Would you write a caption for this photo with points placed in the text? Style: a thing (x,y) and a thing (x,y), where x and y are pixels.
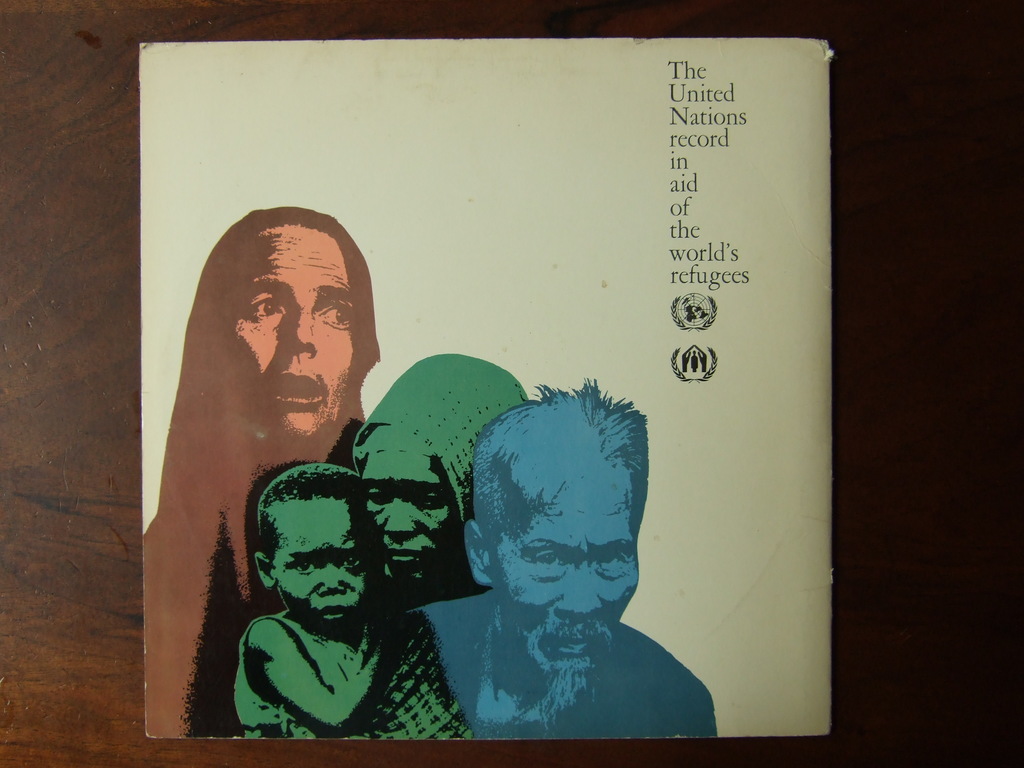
In this image we can see a poster (402,529) pasted on the wooden wall (922,570).
